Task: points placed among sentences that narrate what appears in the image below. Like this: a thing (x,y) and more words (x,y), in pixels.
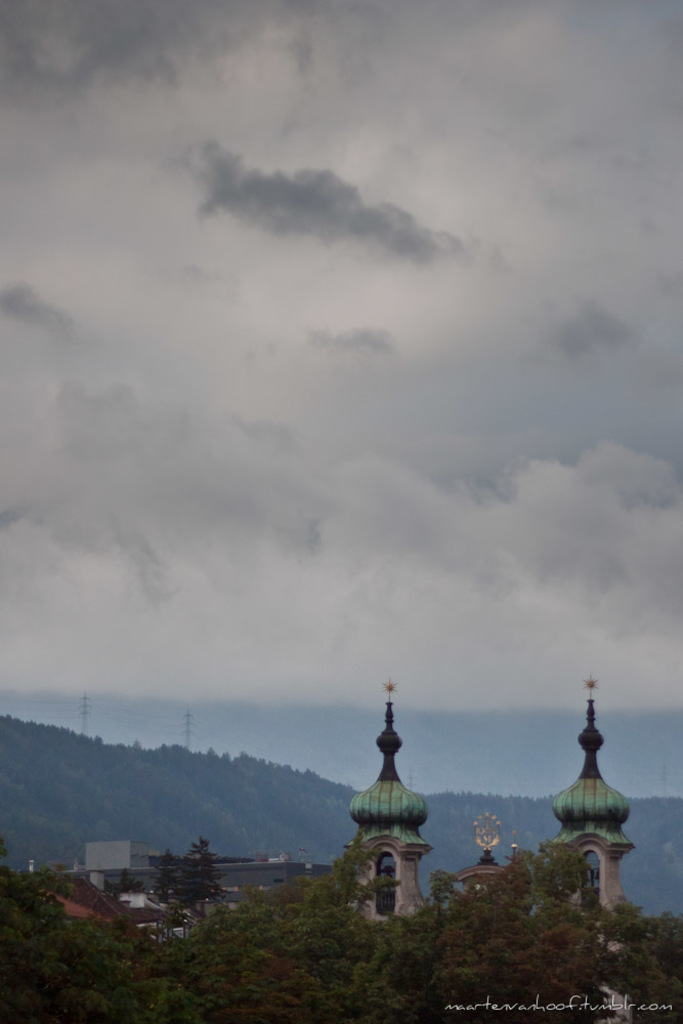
In this image there are buildings (227,864) and trees (115,887), in the background of the image (83,858) there are mountains (106,780) and electric towers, at the bottom of the image (657,1011) there is some text (665,1008), at the top of the image (312,275) there are clouds (349,420) in the sky (394,655).
